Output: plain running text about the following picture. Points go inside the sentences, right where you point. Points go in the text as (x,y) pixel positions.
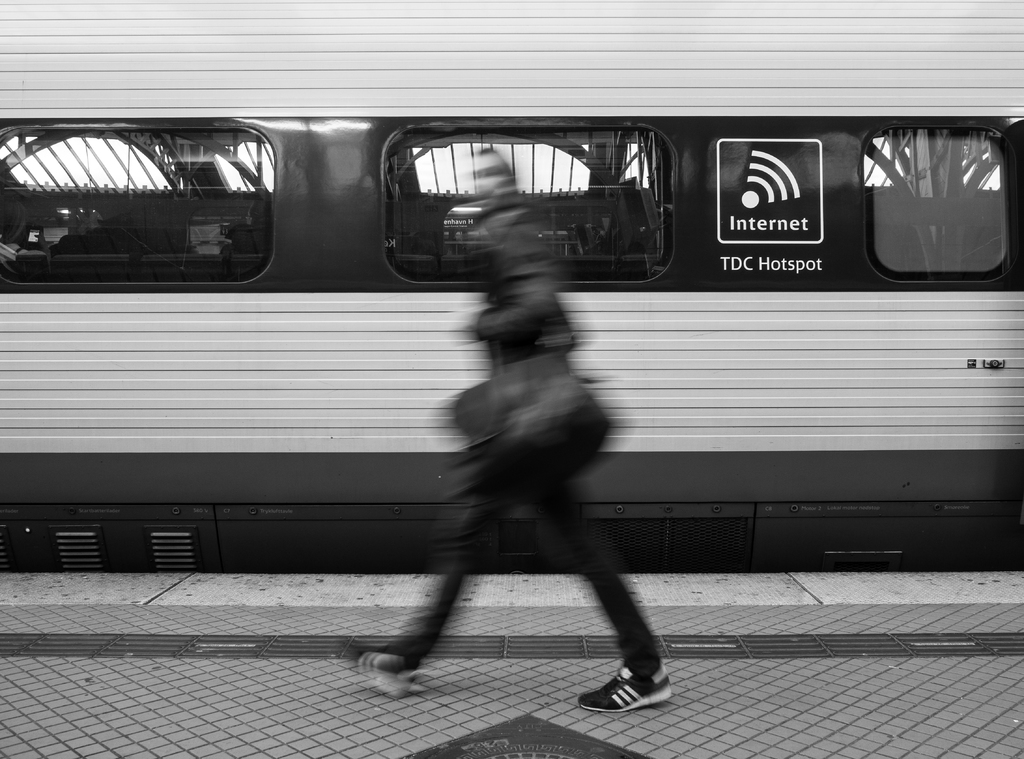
This image is a black and white image. This image is taken outdoors. At the bottom of the image (296,651) there is a platform (619,654). In the middle of the image (508,397) a person (470,488) is walking on the platform (294,647). In the background (454,328) there is a train (624,225).
